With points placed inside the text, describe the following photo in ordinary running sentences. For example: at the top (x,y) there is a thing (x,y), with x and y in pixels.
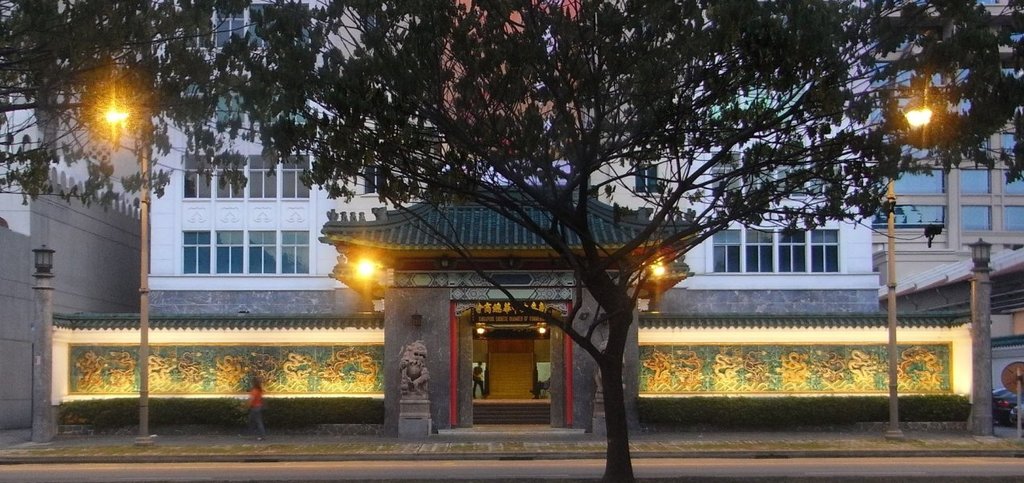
In this picture we can see tree (616,422). There are people (480,379) and we can see ancient architecture (551,334), lights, poles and carvings (321,376) on the walls (345,377). In the background of the image (187,257) we can see buildings (213,209).
